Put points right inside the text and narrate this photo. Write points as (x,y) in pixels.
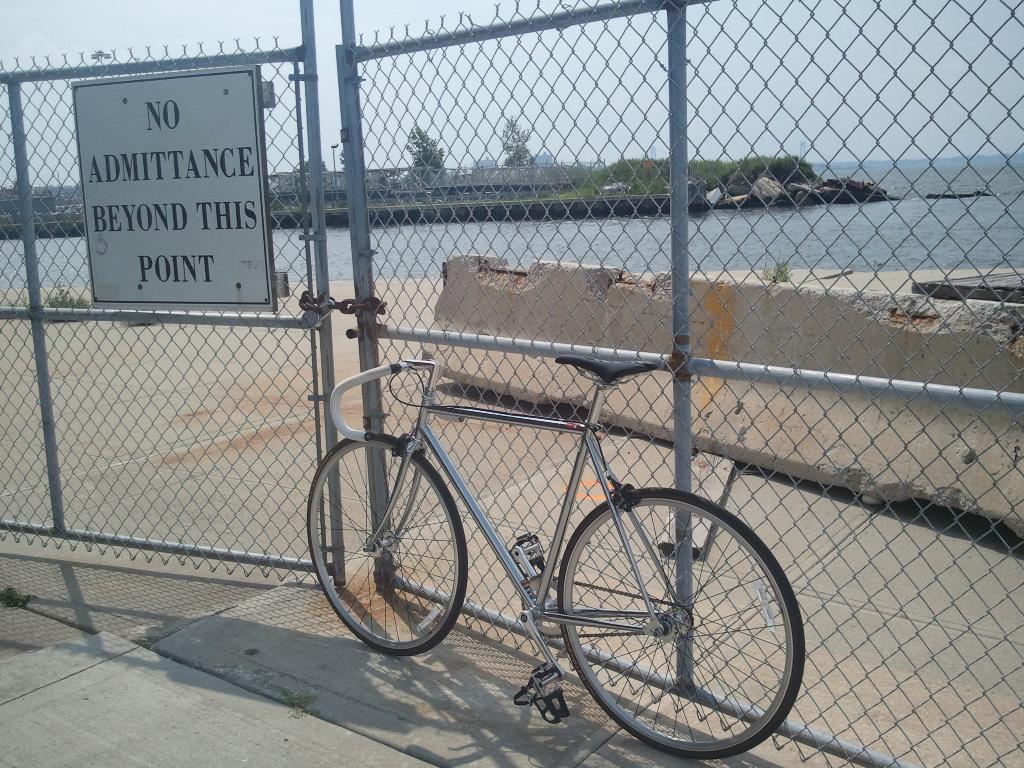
In this image we can see a bicycle (526,545) parked beside a fence (476,587). We can also see a board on the fence (164,387). On the backside (771,226) we can see a water body (786,227), plants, stones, some trees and the sky (851,95) which looks cloudy.
